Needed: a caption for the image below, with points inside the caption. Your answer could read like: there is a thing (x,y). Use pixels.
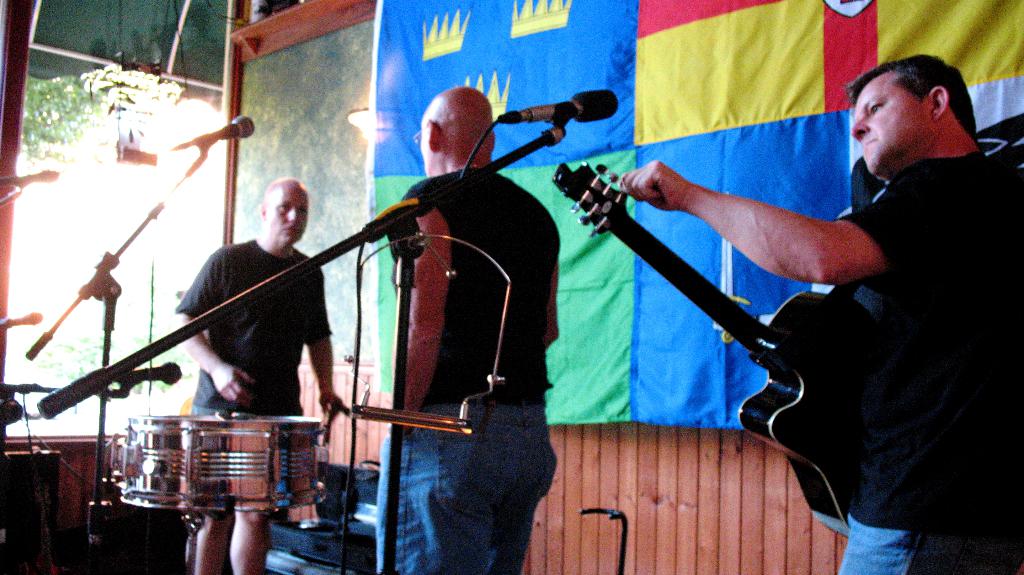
This is the picture taken in a room (566,302), the man (921,334) in black t shirt (906,349) was holding a guitar (758,347) and the other persons (330,335) are standing on the floor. In front of these people (425,473) there are microphones (239,120) with stands (182,337). and there are some music instruments (215,465). Behind the people (513,381) is a banner (596,332) and a wall (702,497).
